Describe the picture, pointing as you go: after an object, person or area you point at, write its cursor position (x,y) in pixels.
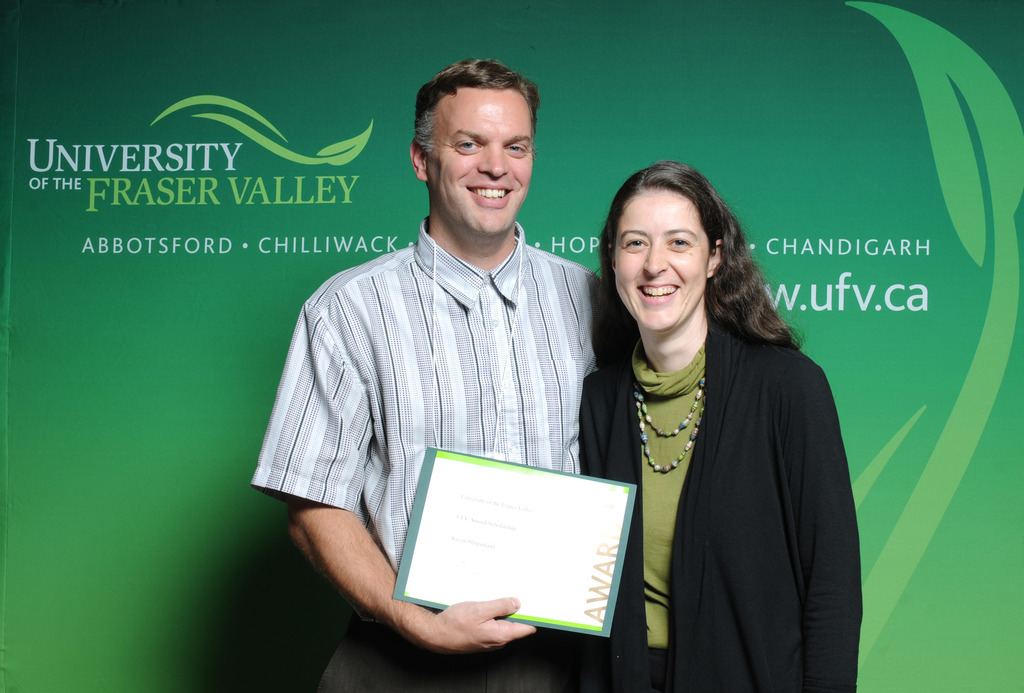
In this image I can see two persons (523,448) and they both are smiling and one person (510,457) holding paper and standing in front of wall (679,32), on the wall (383,63) I can see text (265,205) and symbol (222,104).
